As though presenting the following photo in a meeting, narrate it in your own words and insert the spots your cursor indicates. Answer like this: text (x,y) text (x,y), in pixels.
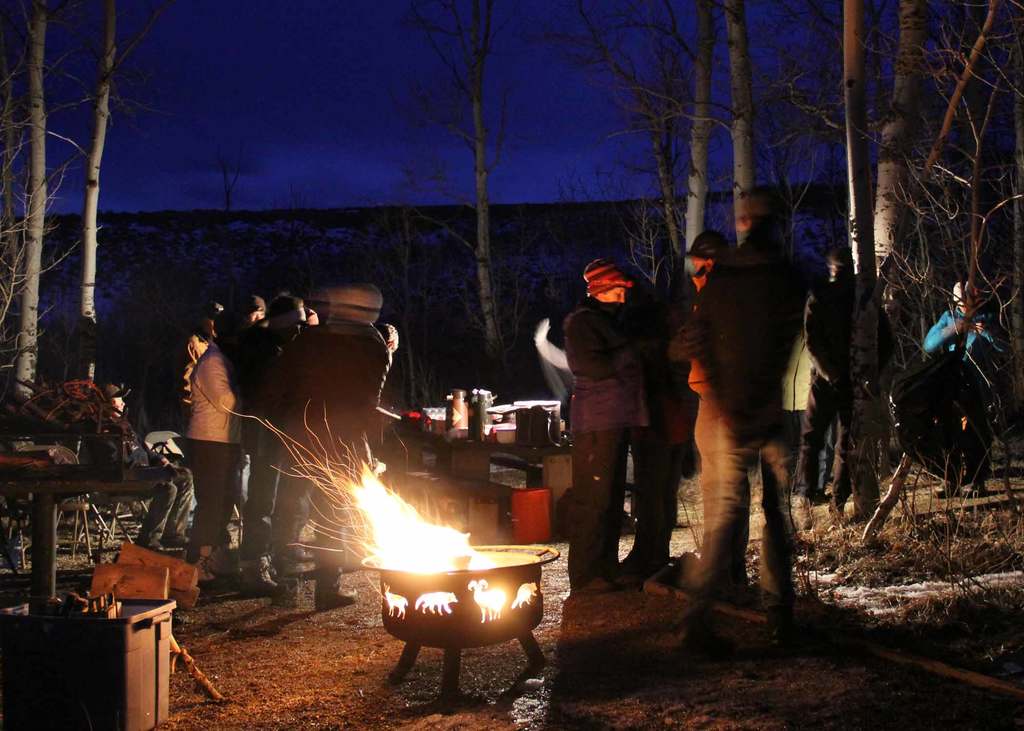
In this picture I can observe some people (586,399) standing on the land (642,664). There is a fire (398,558) in the bowl (482,598). On the left side (69,627) I can observe a box (72,649) placed on the land (261,652). In the background (452,197) there are trees (850,217) and sky (267,103) which is dark.
